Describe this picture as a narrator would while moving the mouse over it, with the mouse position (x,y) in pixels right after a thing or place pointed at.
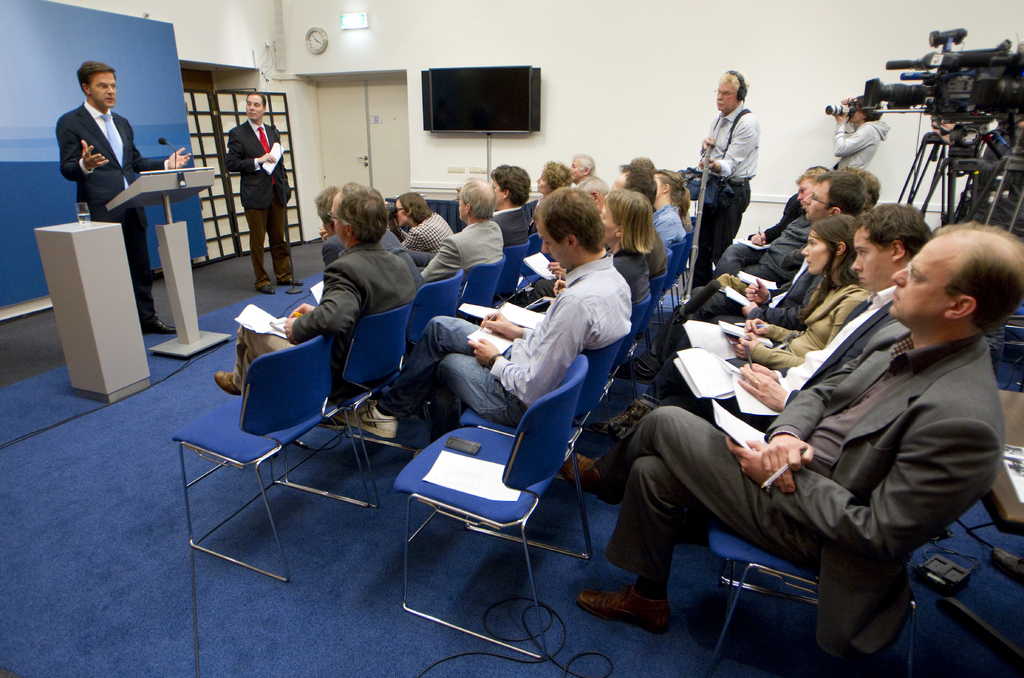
There are group of people (588,305) sitting in chairs (640,326) and holding some papers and there are two persons (86,135) standing in front of them where one among them is speaking in front of mic (160,142) and there are camera (922,89) in front of them.
